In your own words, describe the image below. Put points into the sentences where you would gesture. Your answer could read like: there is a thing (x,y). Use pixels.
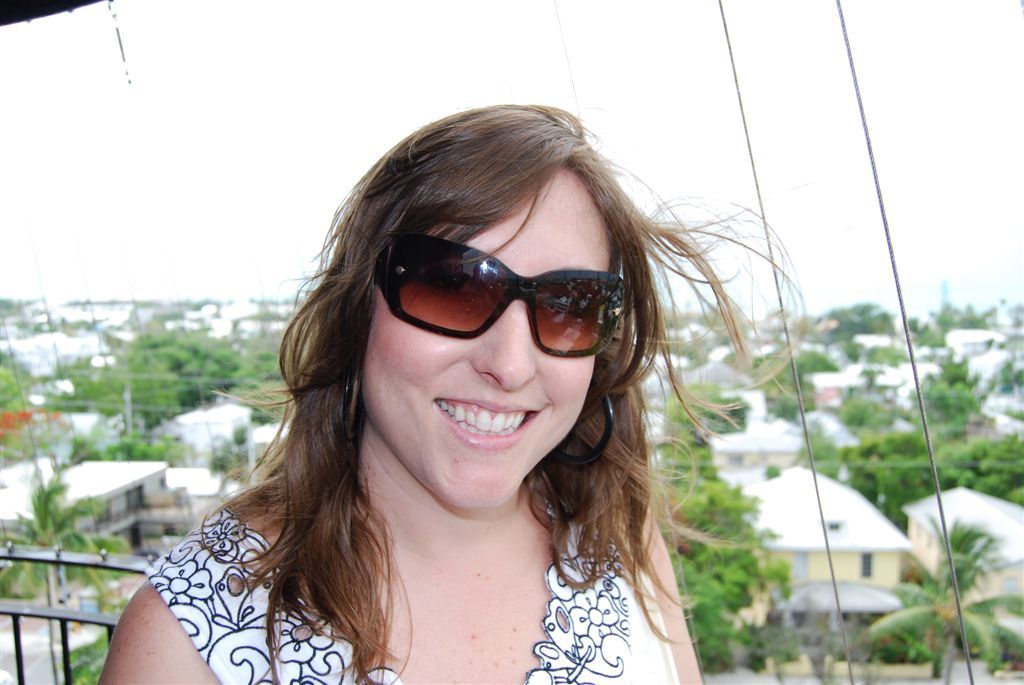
In this image in the foreground (602,468) there is one woman (350,454) who is smiling, and in the background (760,451) there are some houses (736,433) and trees (224,376). On the right side (795,371) there are two ropes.
